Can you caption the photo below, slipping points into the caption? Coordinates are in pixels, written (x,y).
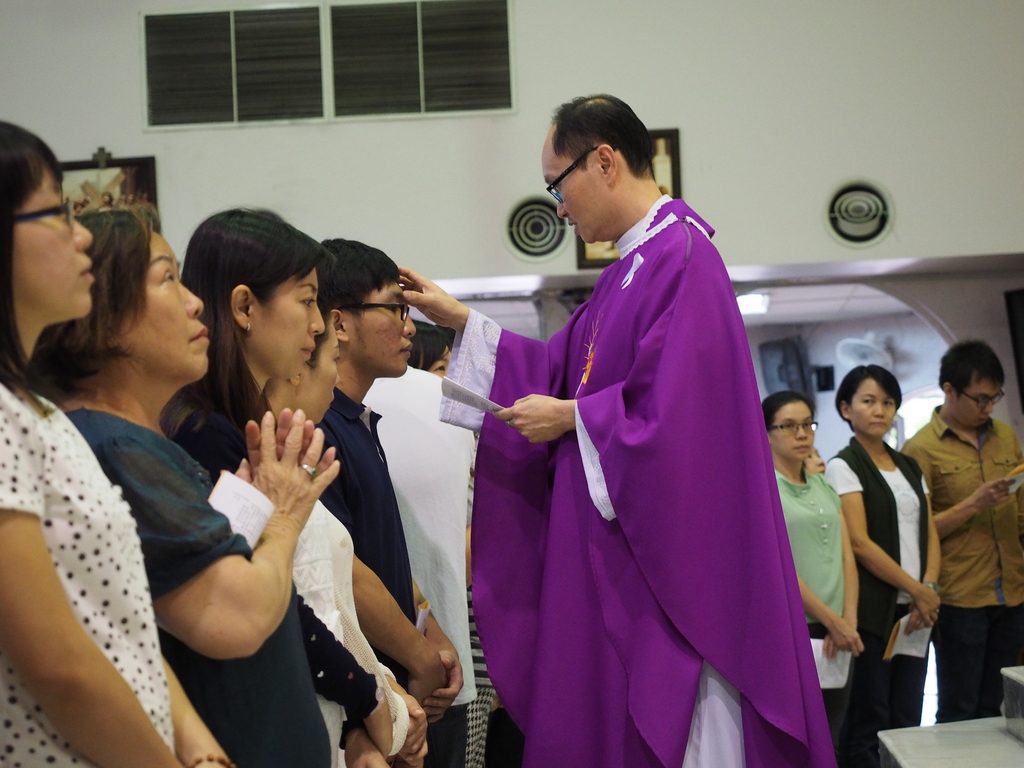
In this image there are some persons (401,561) standing in the bottom of this image (534,546) and there is a wall (356,212) in the background (459,211). There is a photo frame (591,253) attached on the wall (551,263) as we can see on the top of this image (580,242), and there is window (360,85) on the top of this image (316,52).
